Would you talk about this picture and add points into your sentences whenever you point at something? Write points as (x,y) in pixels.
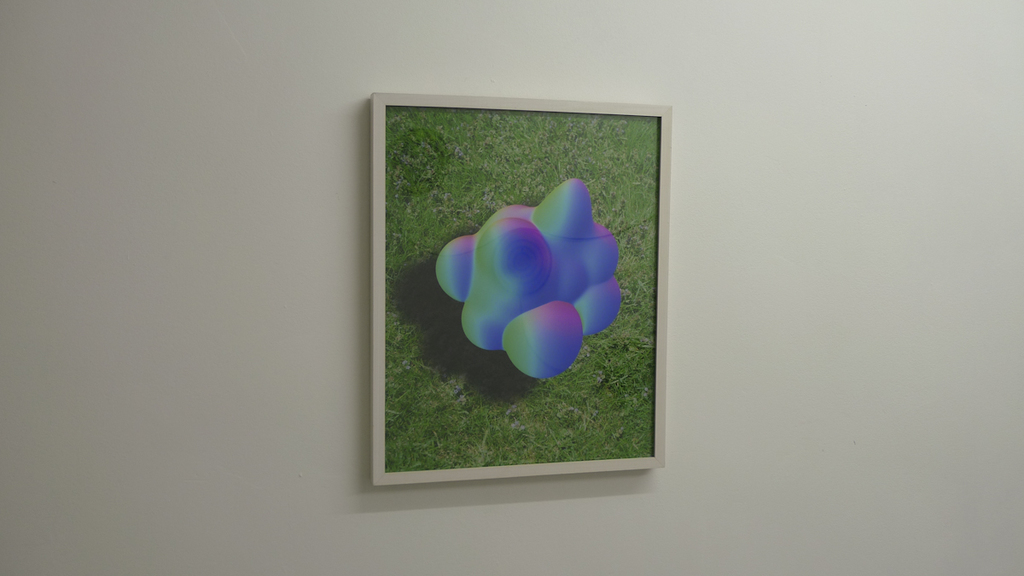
In this image there is a wall (932,482), on that there is a photo frame (392,426).
